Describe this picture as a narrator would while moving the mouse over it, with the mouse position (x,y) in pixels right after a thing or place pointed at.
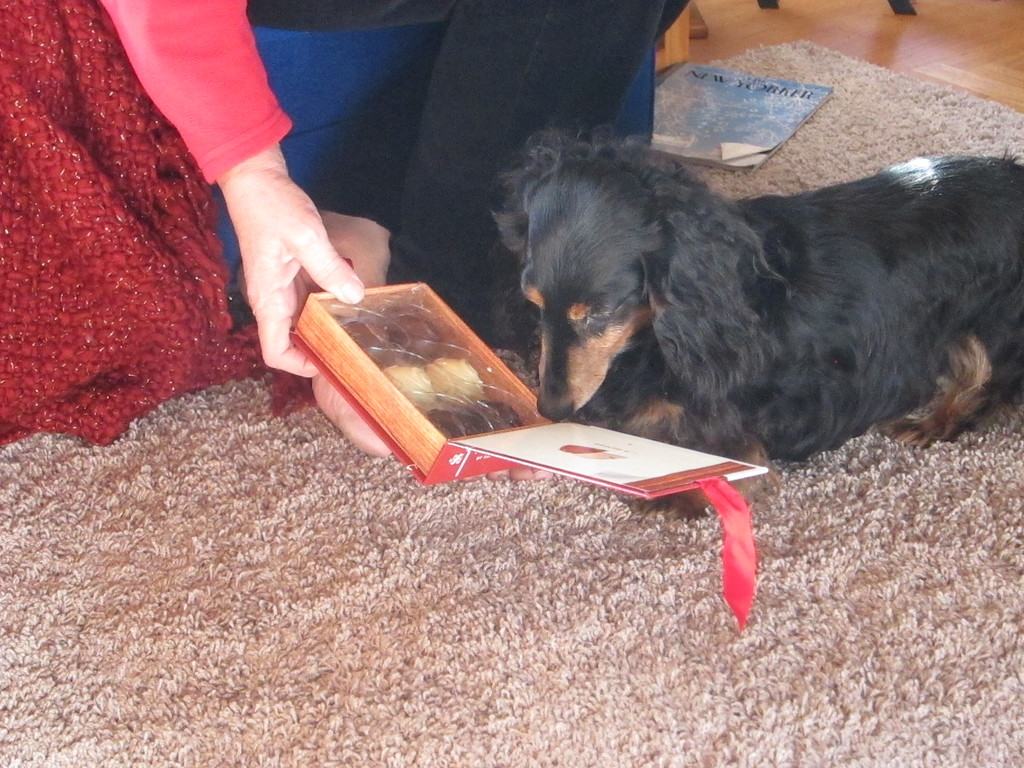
In this picture there is a person (511,125) holding the object (431,421) and there is a dog (884,230) sitting on the mat (859,546) and there is a book (738,103) on the mat (780,163). At the back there is an object (648,85). At the bottom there is a floor (901,39).
